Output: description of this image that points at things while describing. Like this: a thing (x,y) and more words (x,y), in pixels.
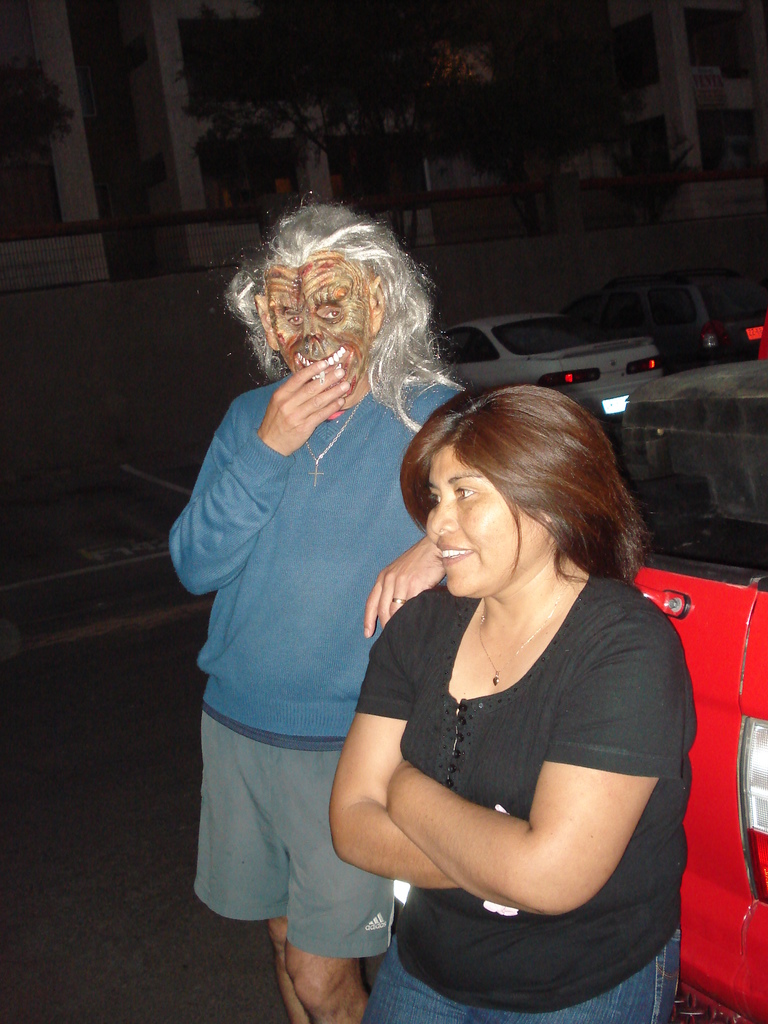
In this image, we can see a person (506,639) wearing clothes (502,919). There is a person (258,598) in the middle of the image (335,523) wearing clothes (323,659) and mask (314,347). There are cars (621,370) on the right side of the image (674,412). There are trees (275,65) in front of the building (128,119).
